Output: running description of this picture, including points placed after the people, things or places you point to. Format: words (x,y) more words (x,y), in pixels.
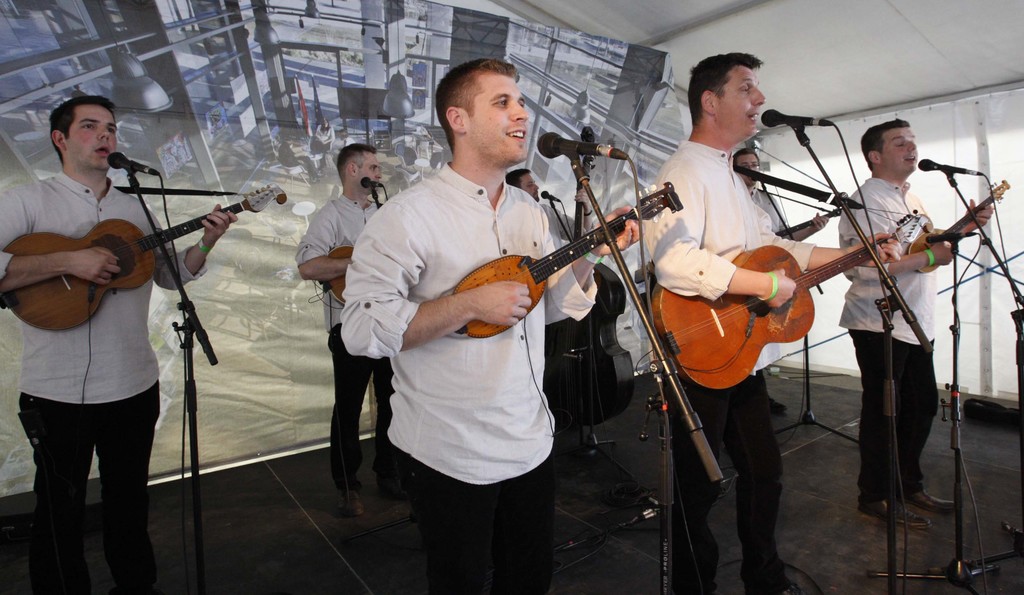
A group of people (114,308) standing and holding the guitars (337,292), singing a song in the microphones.
